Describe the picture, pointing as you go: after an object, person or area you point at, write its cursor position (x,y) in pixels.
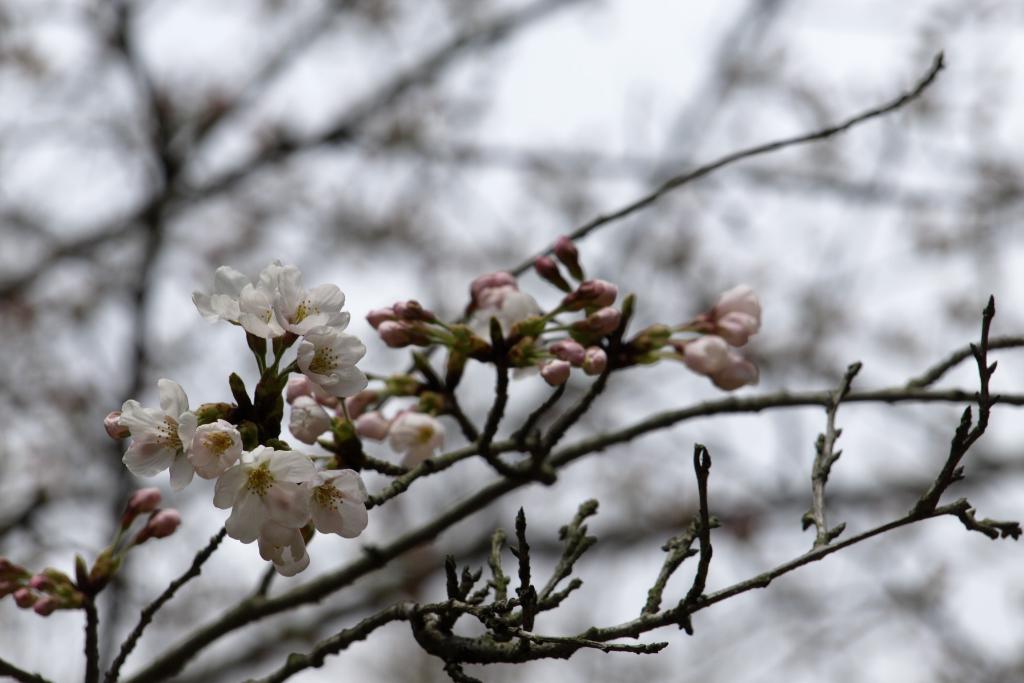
There are white color flowers (168,450) and buds (209,421) on a stem (274,414). In the background (582,312) it is blurred.
